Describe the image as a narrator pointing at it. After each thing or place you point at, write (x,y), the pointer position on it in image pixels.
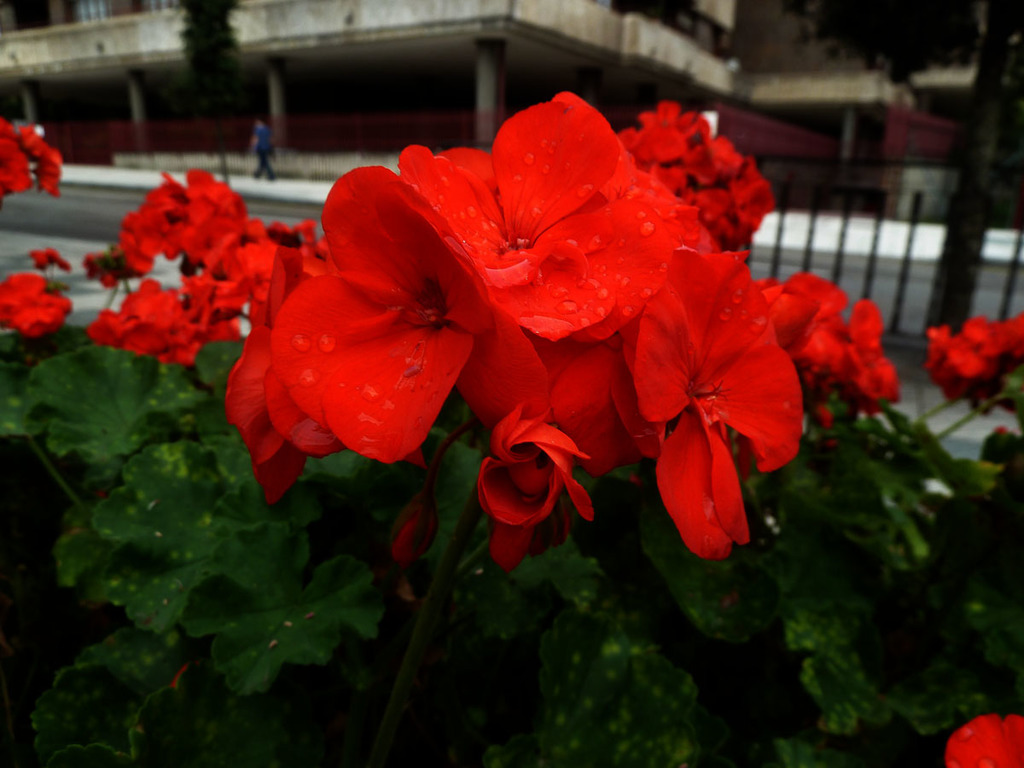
In this image, we can see some red flowers (348,319) and there are some green leaves (603,599), in the background (113,51), we can see a building (422,46) with pillars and there is a person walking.
